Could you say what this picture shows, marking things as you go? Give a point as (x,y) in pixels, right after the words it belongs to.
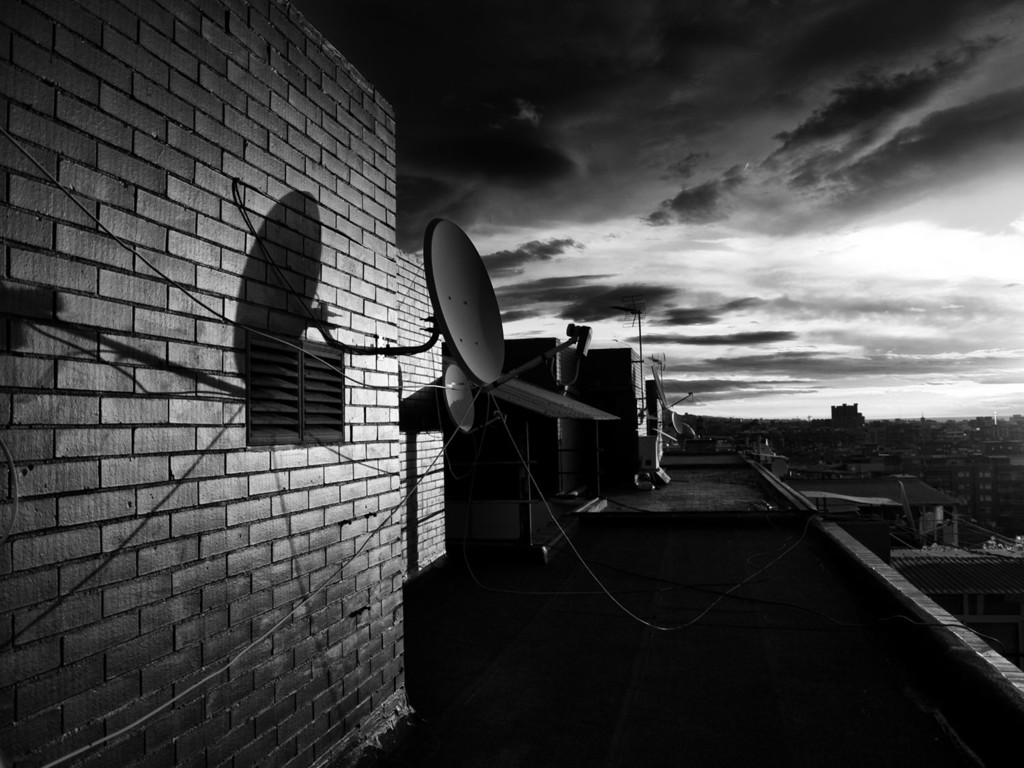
This is a black and white picture. At the bottom (597,695), we see the pavement (736,632). On the left side (161,536), we see the buildings (358,425), poles (642,377), cables (522,460) and the satellite dishes (437,287). On the right side (913,495), we see the buildings (913,513). There are trees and the buildings (953,465) in the background (867,438). At the top (700,175), we see the sky (636,203) and the clouds (646,282).
